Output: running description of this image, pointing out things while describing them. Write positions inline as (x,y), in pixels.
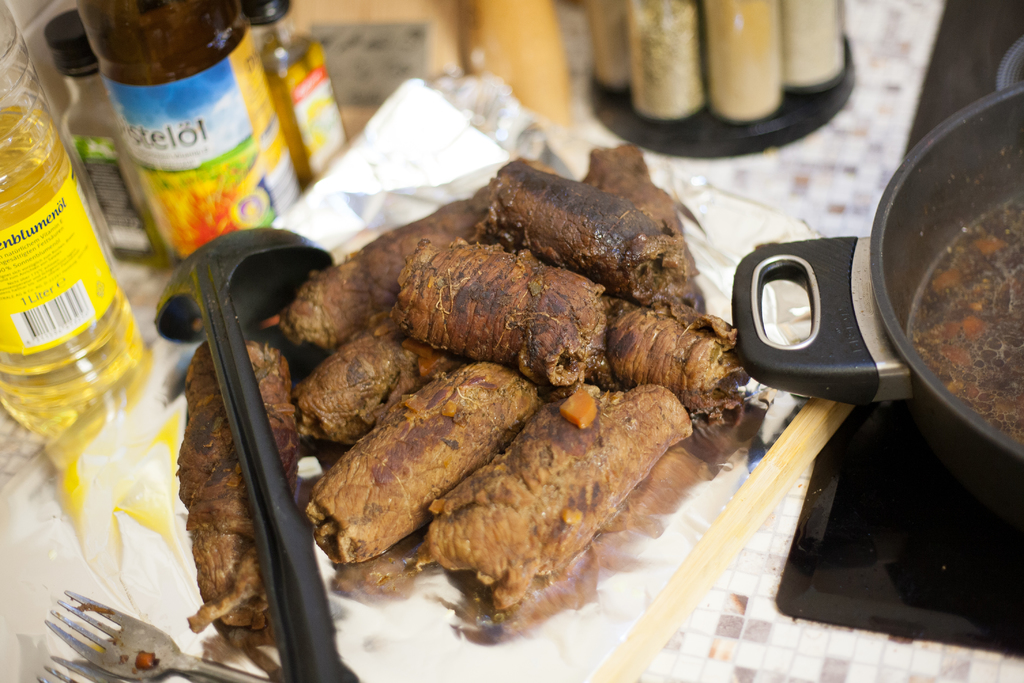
In this image we can see food item (188,462) and few objects (279,28) on a surface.
